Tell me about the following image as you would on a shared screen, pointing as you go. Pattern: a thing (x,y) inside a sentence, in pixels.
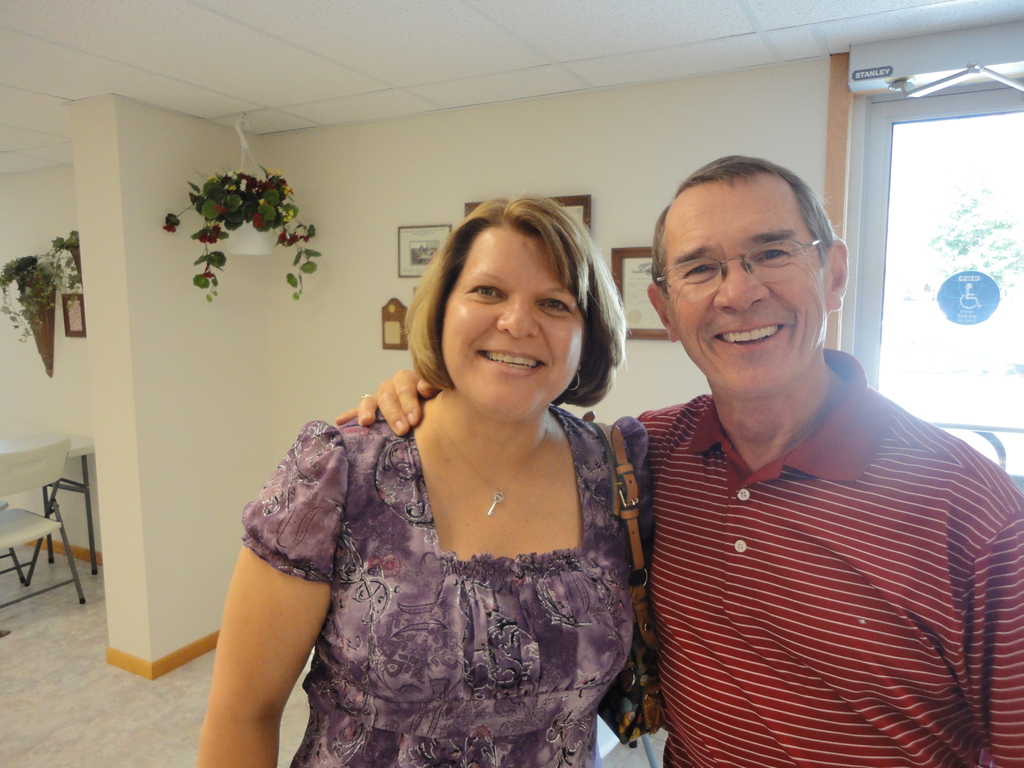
In this image there is a man (900,767) and a woman (538,582) smiling. In the background (196,274) we can see flower plants (77,286). One is attached to the wall (65,361) and the other is hanged from the ceiling (287,130). We can also see a table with a chair (60,453). There are also frames (425,241) attached to the wall (641,105).
